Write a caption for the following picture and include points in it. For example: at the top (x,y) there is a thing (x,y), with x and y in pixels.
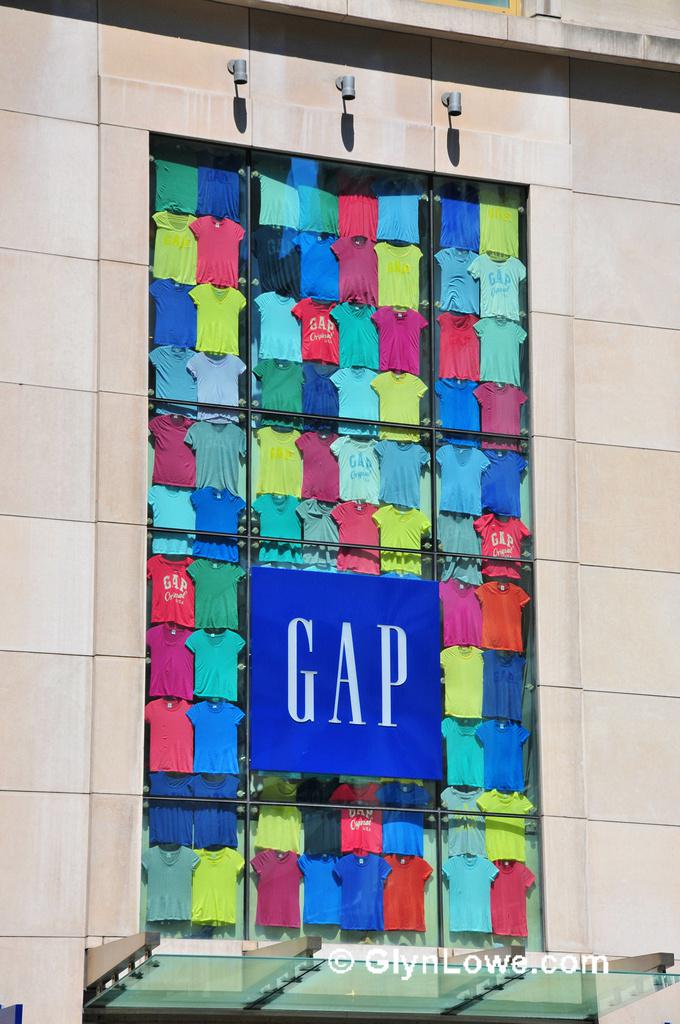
In this image we can see a building (40,258) with window (213,698). We can also see a group of t-shirts (339,551) from a window (246,507), a name board (353,742) and some lights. On the bottom of the image (406,959) we can see some text (377,948).
